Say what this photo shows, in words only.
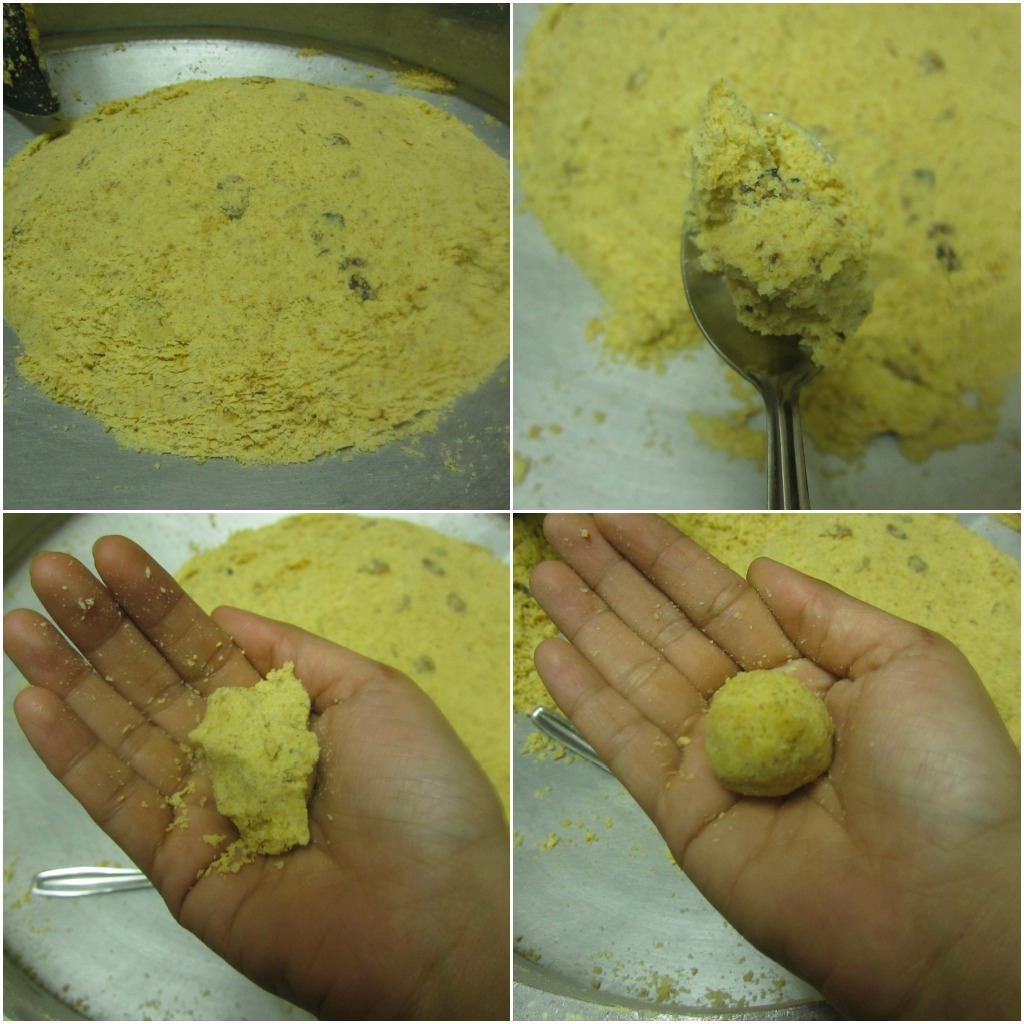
This picture consists of collage in the image.
